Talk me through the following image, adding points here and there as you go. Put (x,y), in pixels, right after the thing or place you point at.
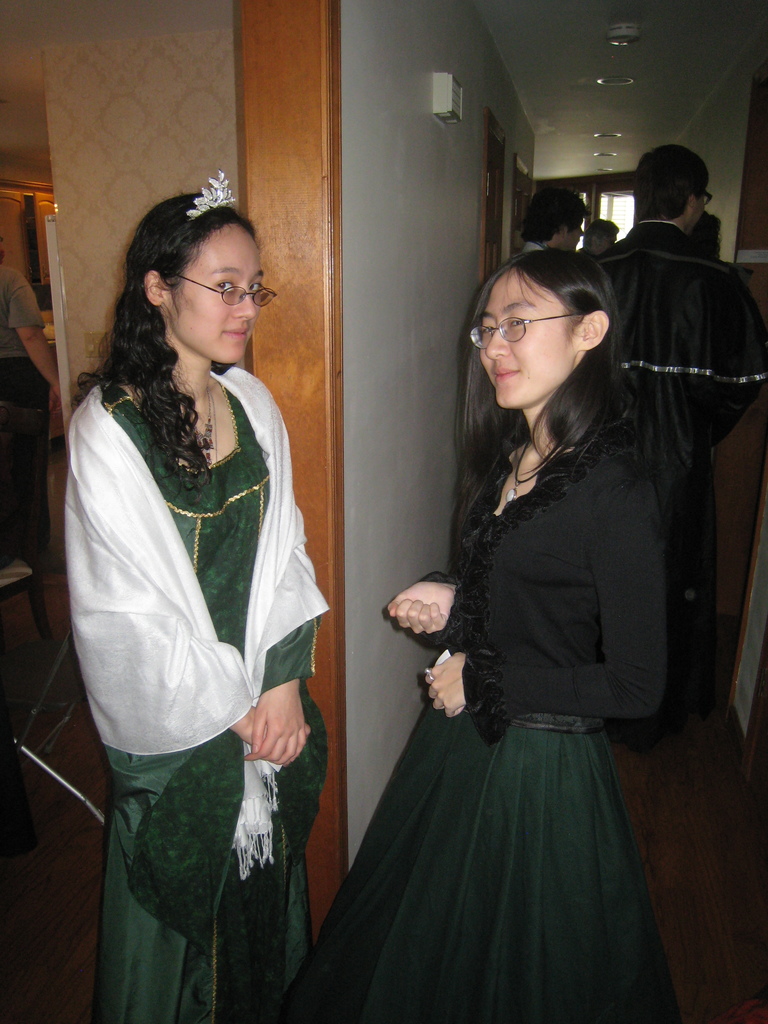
In this I can see two women (166,1013) standing face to face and posing for the picture and I can see other people (677,214) standing behind them.
